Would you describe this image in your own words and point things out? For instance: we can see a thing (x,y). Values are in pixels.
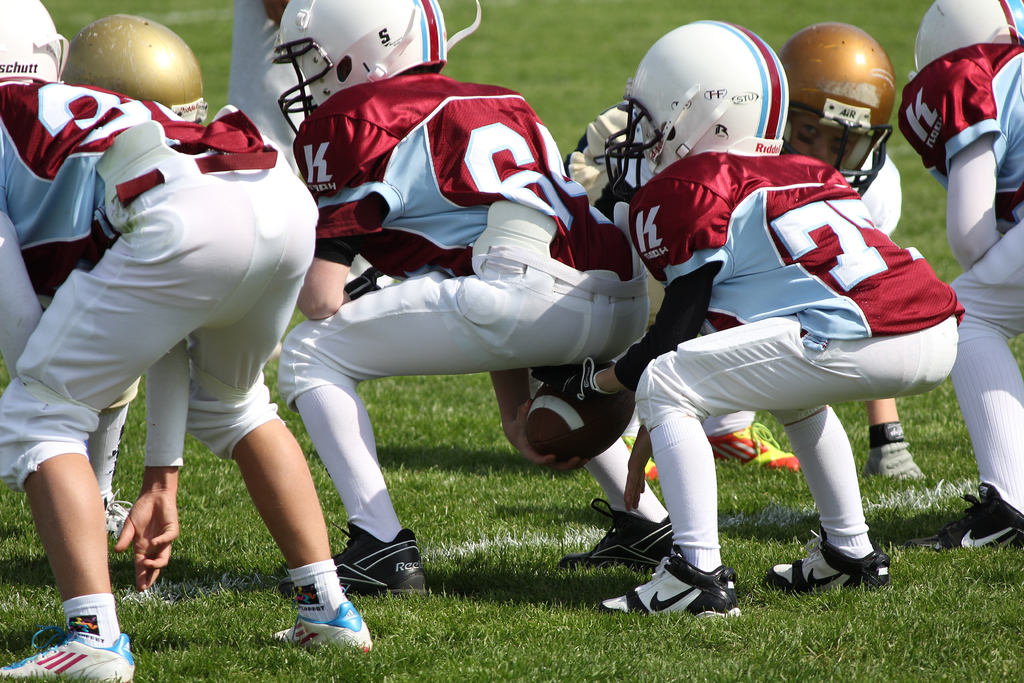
In this image we can see a few people (625,208) wearing helmets (318,76) on the ground (587,106).
